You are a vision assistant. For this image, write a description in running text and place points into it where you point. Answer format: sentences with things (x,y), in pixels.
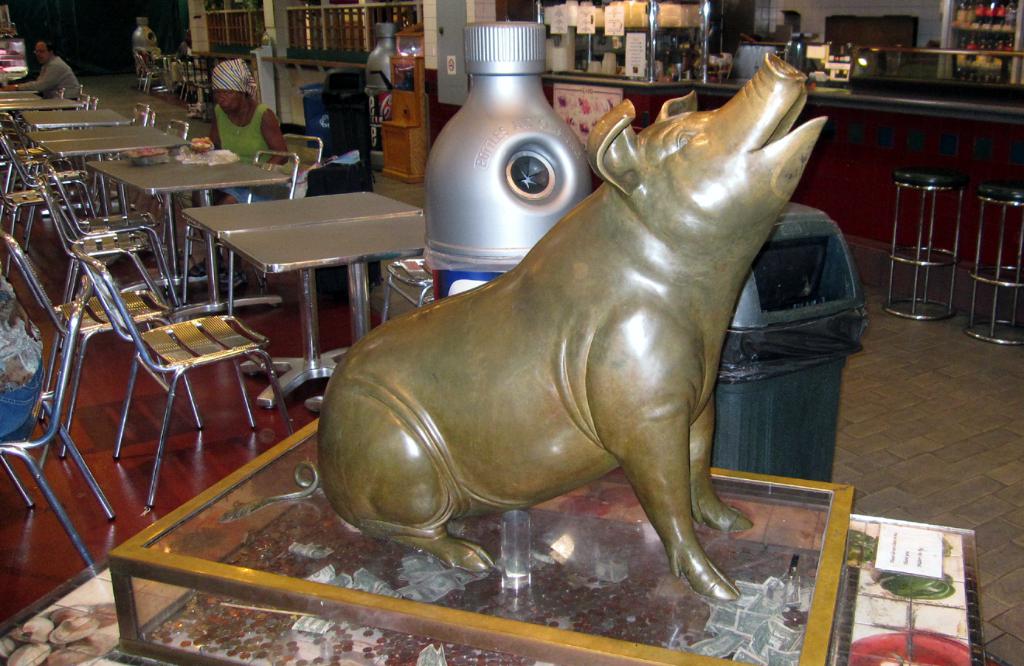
In this picture we can find a statue (526,322) a pig (564,324), on the glass table (153,656), besides to it there is a dustbin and bottle statue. In the background (403,295) we can find tables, chairs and people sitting on chairs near the table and having their food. And we can also see some stools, desks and bottles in racks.
